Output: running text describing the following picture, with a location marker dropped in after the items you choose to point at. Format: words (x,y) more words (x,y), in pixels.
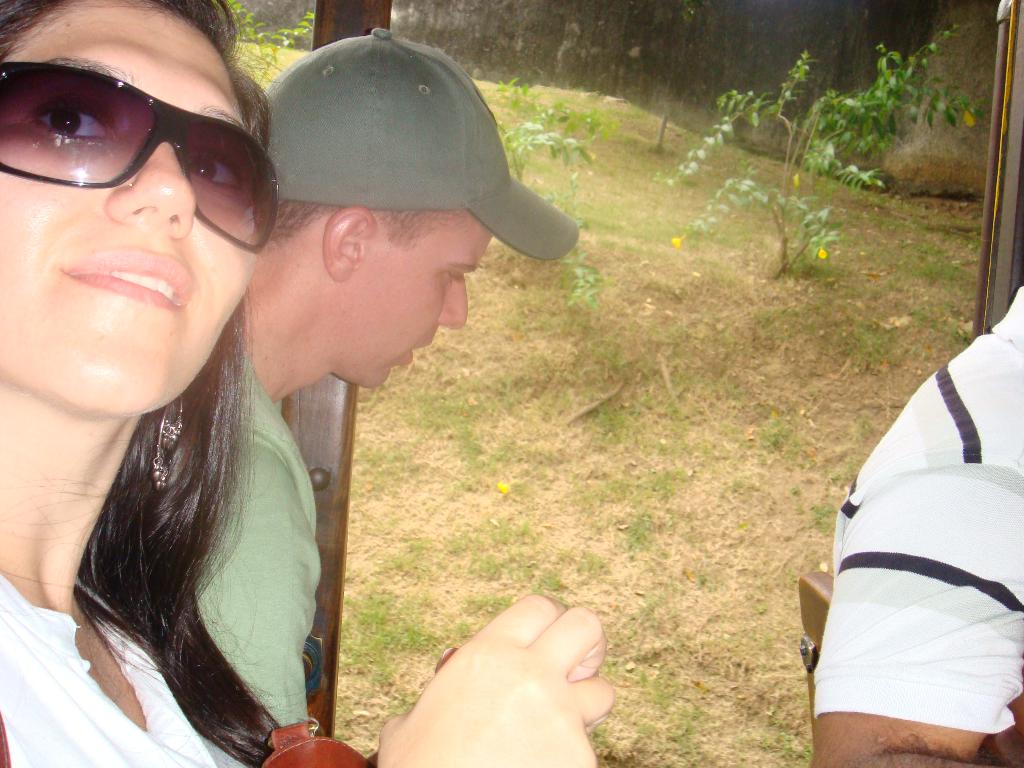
In the picture we can see a man (258,330) and a woman (16,686) sitting together, woman (76,361) is in white dress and goggles (1,122) and man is in green T-shirt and beside them we can see grass surface (627,488) with some plants (694,166) and behind it we can see some plants (749,93) which are not clearly visible.
